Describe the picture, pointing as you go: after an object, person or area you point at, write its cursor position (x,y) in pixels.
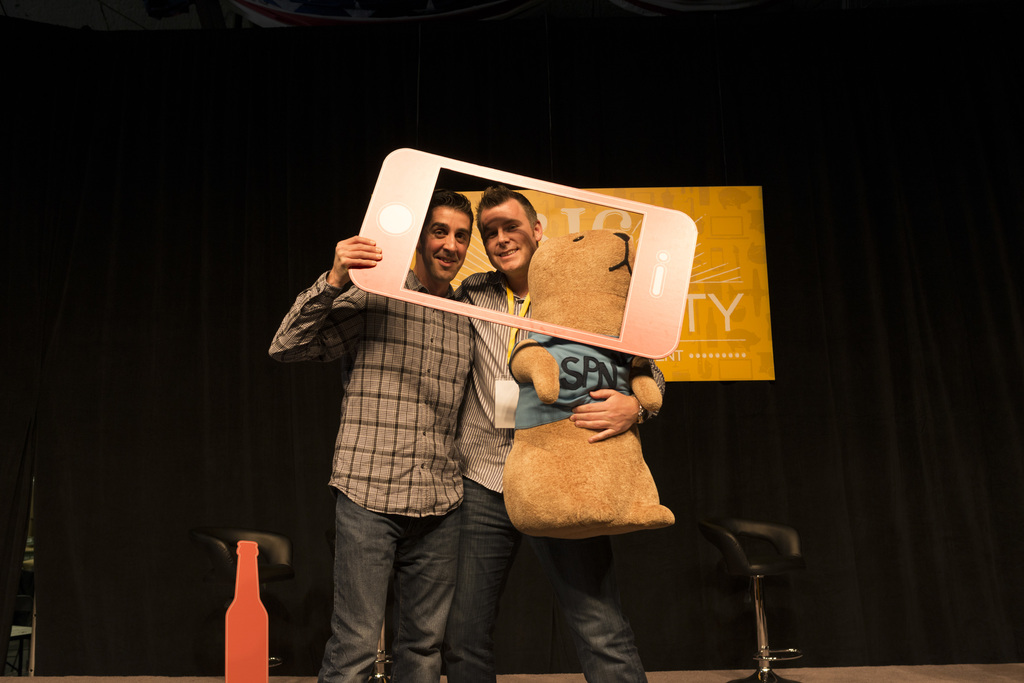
In this picture we can see there are two people (370,553) standing on the stage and a man (487,420) is holding a teddy (581,378) and the other person (346,336) is holding a board (371,225). Behind the people (433,553) there are chairs (761,596), banner (711,270) and a black cloth (843,204).
